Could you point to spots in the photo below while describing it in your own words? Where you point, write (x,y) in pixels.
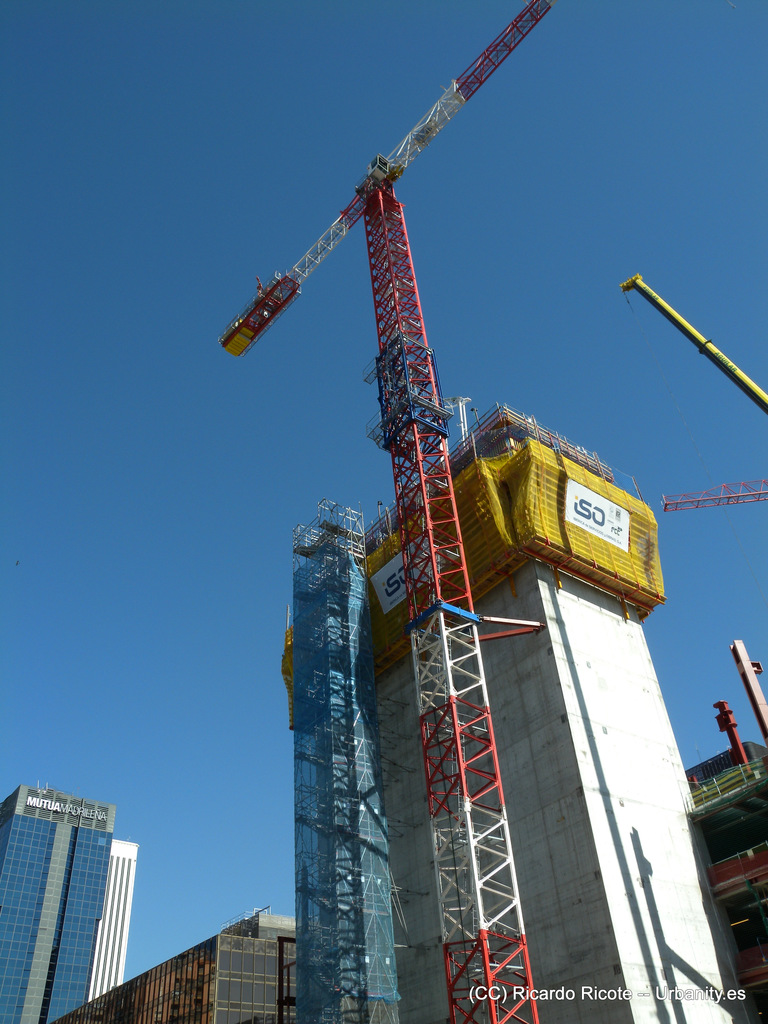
In this picture we can observe mobile crane (409,289). We can observe buildings (201,991). In the background (169,594) we can observe a sky (115,583). We can observe white color words (587,1001) in the image on the right side (710,996).
